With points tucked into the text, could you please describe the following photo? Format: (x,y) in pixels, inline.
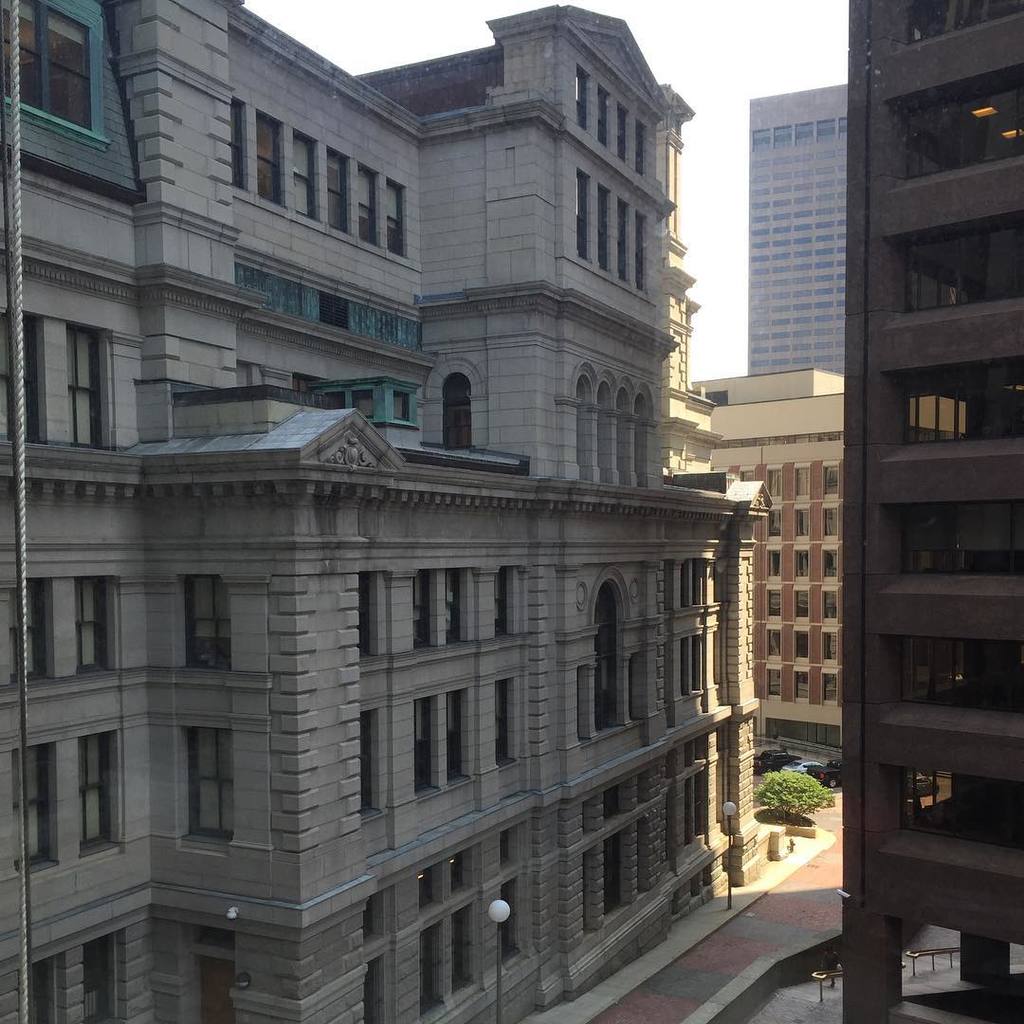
In this picture I can see there are few buildings (663,472), walkway (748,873), poles (498,950) with lights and there are three cars (823,771) on the right side (820,775). The buildings (843,838) have glass windows (511,933) and the sky (702,37) is clear.
